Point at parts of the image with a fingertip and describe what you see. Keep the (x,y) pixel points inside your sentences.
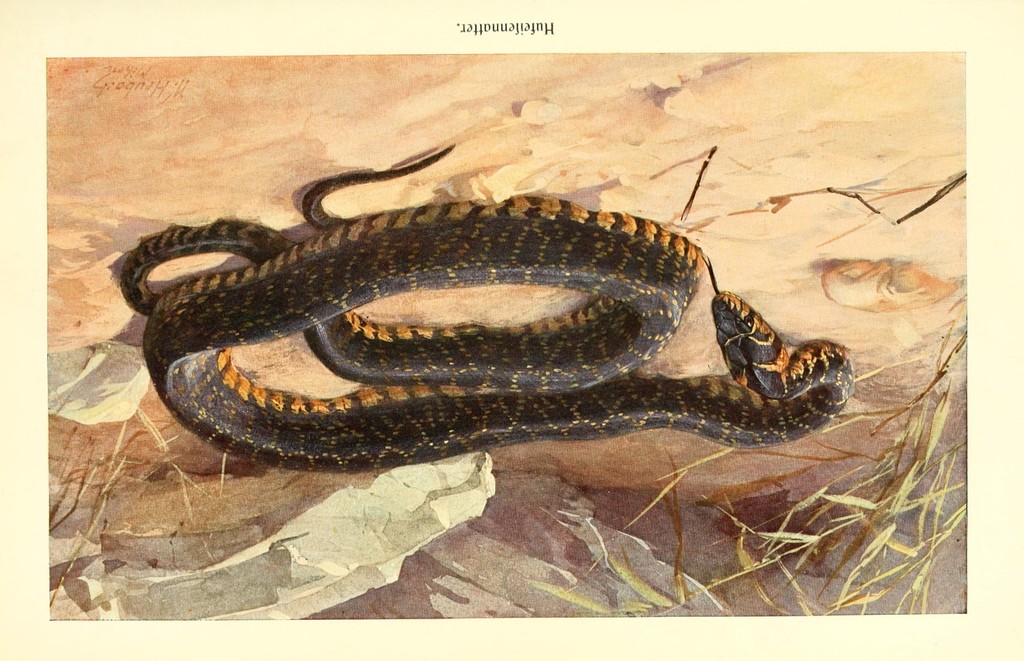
In this image there is a snake (403,365) and there is some text (529,27) which is visible and there are dry leaves (393,537).
